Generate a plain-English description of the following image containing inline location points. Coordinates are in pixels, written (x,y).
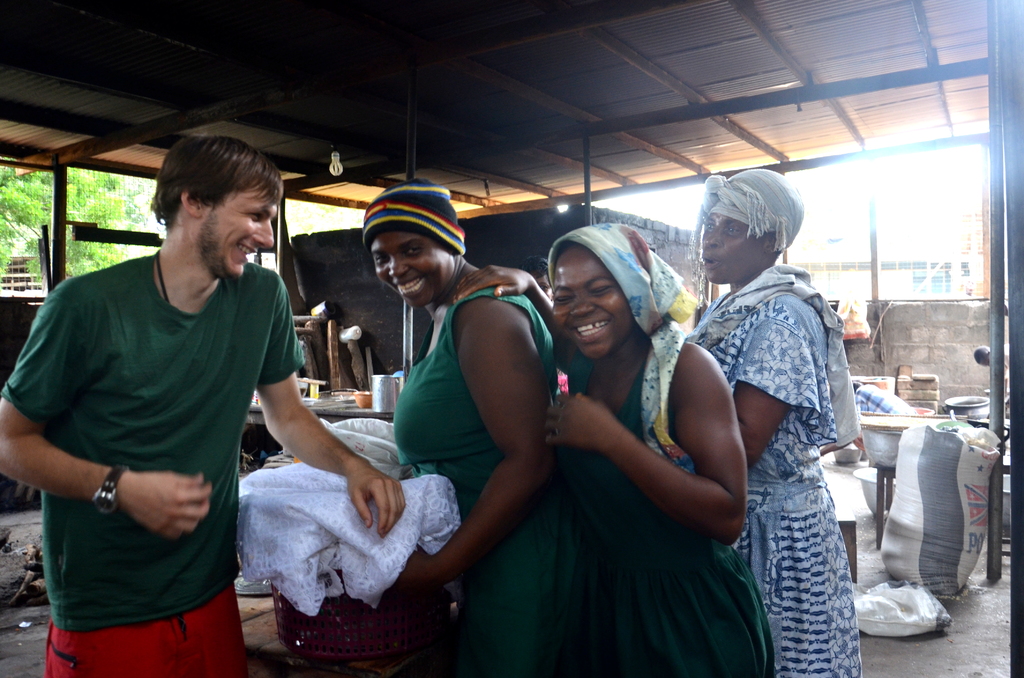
In this image we can see four persons (640,468) standing on the ground (963,654). three persons (621,639) are wearing a green dress (481,426). One woman (483,407) is wearing a black cap (422,218) and holding a basket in her hand (409,570). In the background (917,472), we can see the group of vessels (883,449) and some bags (933,537) placed on the floor (980,616), a shed (336,115), lights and a tree (98,201).
